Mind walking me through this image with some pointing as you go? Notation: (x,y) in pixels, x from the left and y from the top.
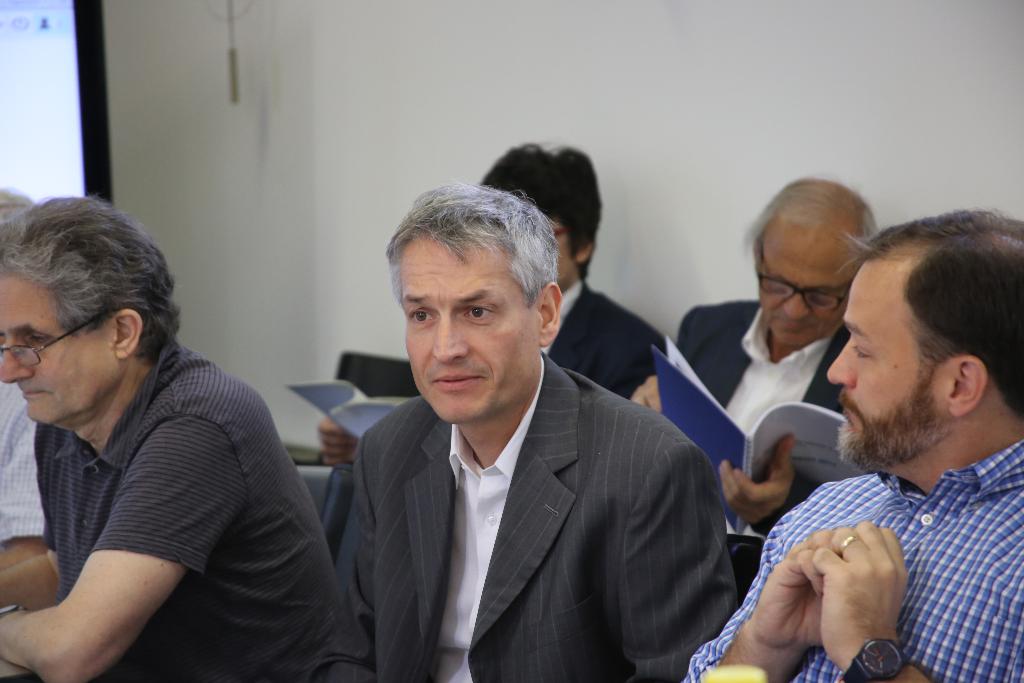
In the image we can see there are few men (240,516) sitting, wearing clothes (652,559) and some of them are wearing spectacles (761,276) and wrist watch (863,667), two of them are holding books (691,403) in their hands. Here we can see the wall (489,61) and the background (201,113) is slightly blurred.
